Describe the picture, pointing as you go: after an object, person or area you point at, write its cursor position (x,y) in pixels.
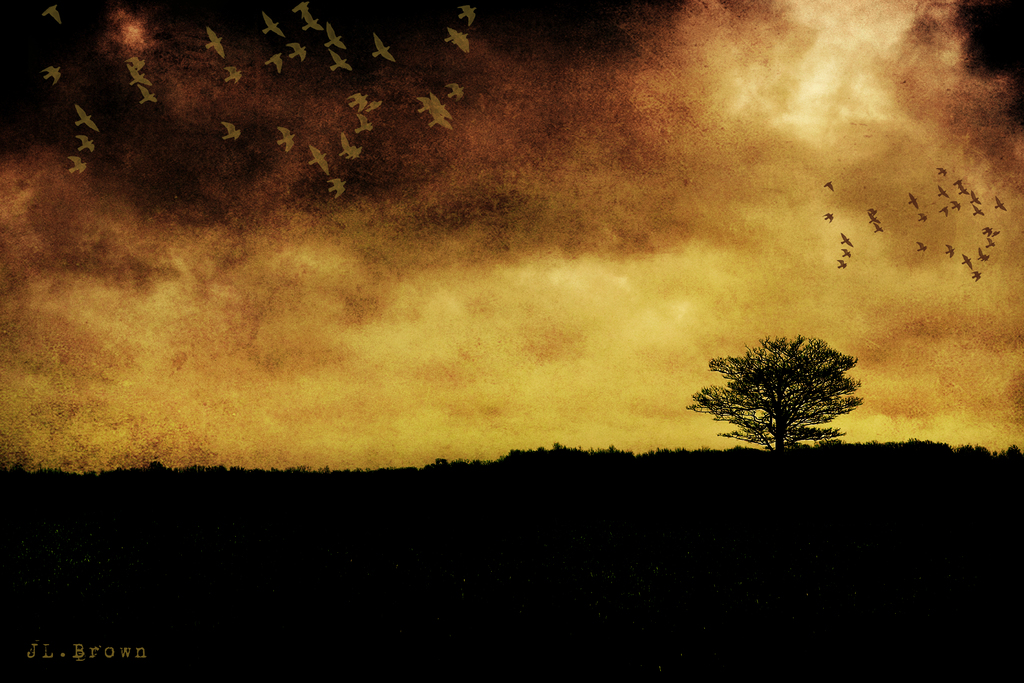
In this image we can see a painting (776,389). There is a tree (793,387). Also there are many birds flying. In the background (463,246) there is sky (408,337). In the left bottom corner (89,656) something is written.
